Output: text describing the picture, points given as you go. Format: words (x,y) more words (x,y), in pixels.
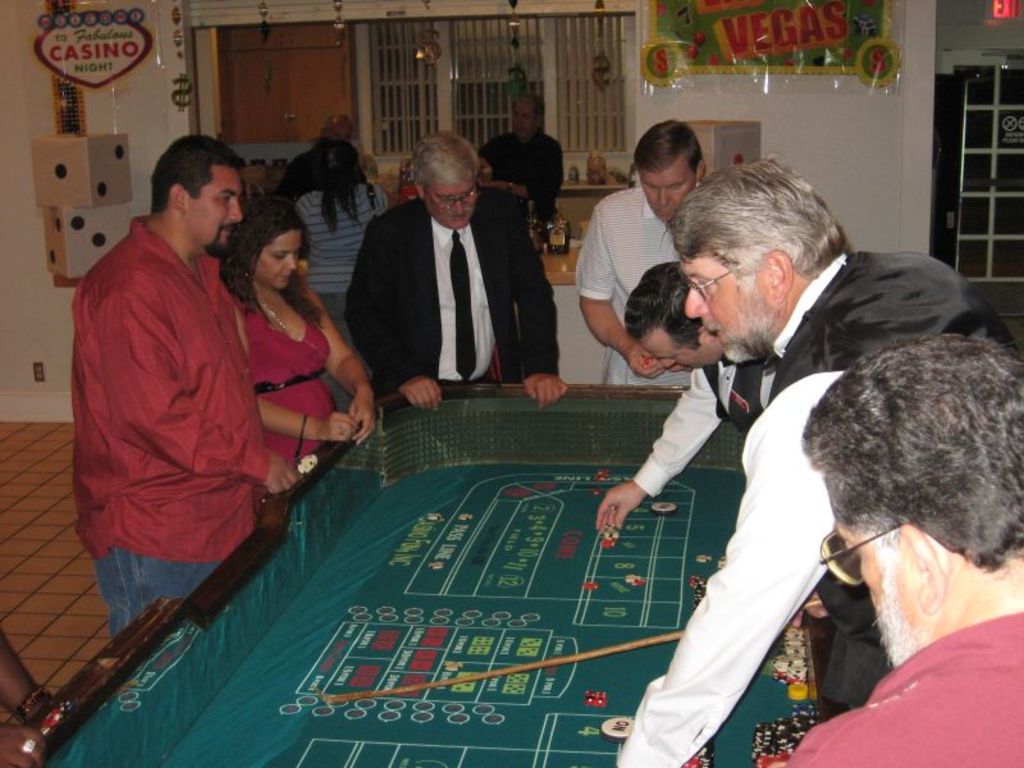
In this image I can see the group of people (477,309) standing in-front of the table (461,687). In the background (681,61) some boards (747,62) attached to the wall (13,346).
